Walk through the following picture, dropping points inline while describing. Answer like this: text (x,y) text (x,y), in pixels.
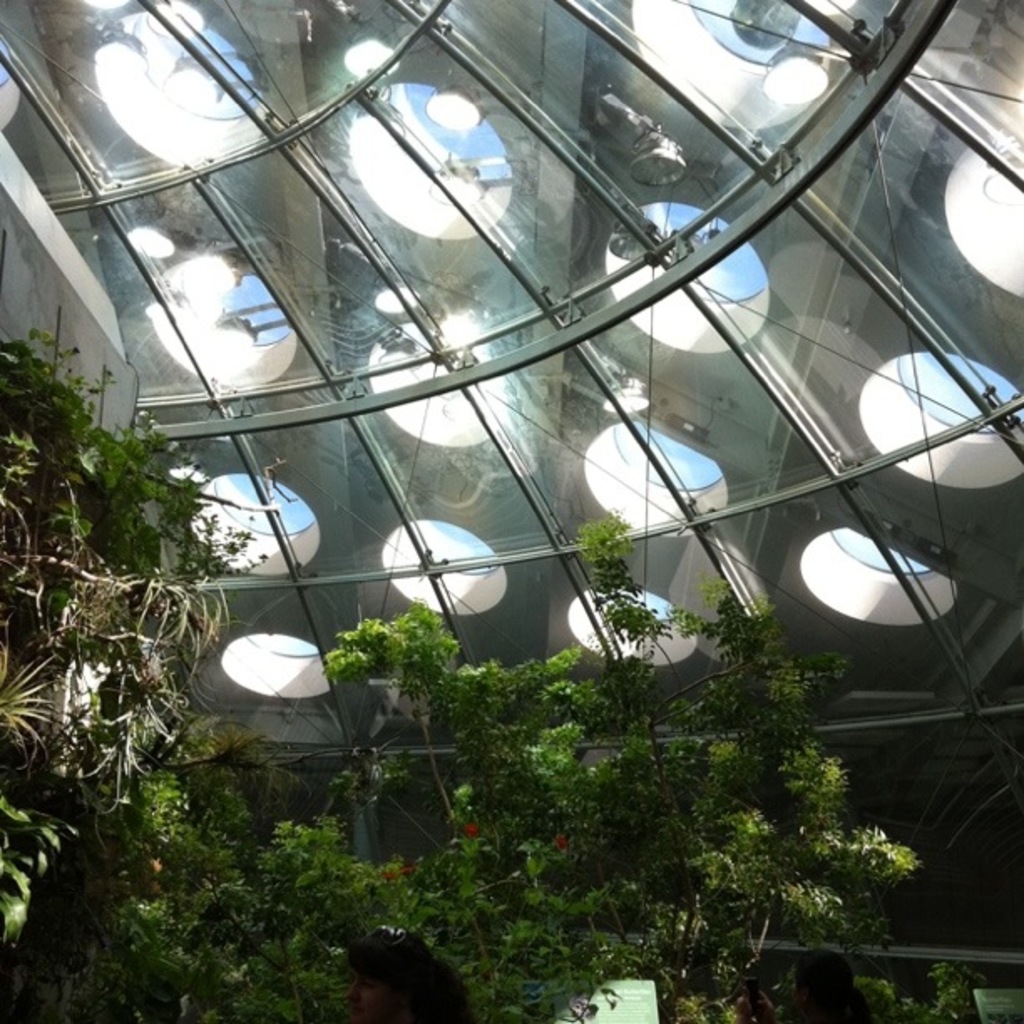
In this image, we can see trees (464,923), boards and some people (815,961). At the top (317,183), there is a roof (409,228) and we can see some lights (474,170).
